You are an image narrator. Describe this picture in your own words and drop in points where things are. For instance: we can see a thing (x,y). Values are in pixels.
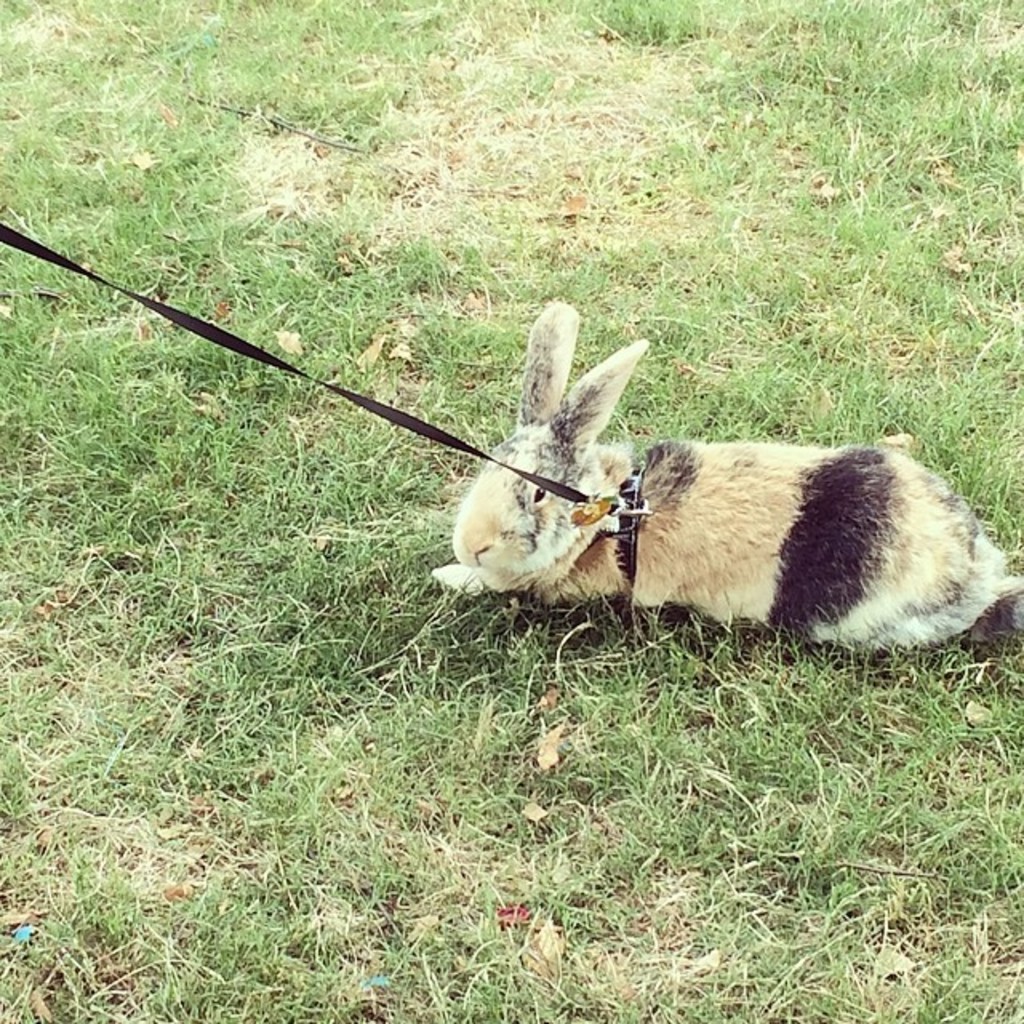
In this image, in the middle (538,514), we can see a rabbit (759,505), on which its collar rope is held by a some object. In the background (224,548), we can see a grass (487,310).
